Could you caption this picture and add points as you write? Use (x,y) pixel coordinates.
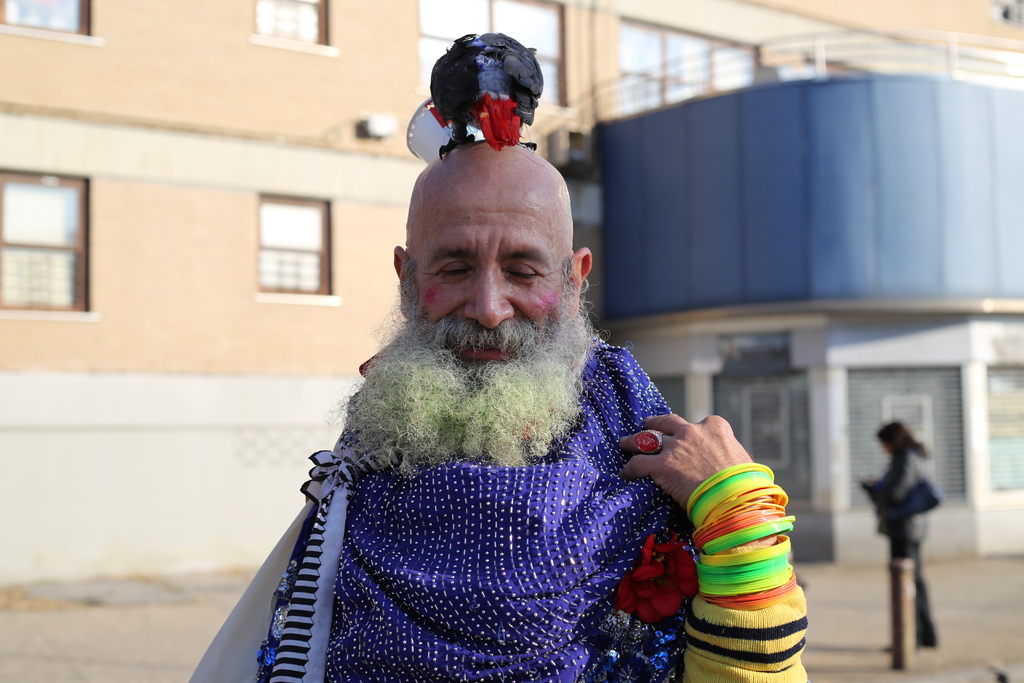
In this image I can see a person (550,177). There is a bird (476,99). In the background (710,173) there is another person (908,491) and a building (881,183).
